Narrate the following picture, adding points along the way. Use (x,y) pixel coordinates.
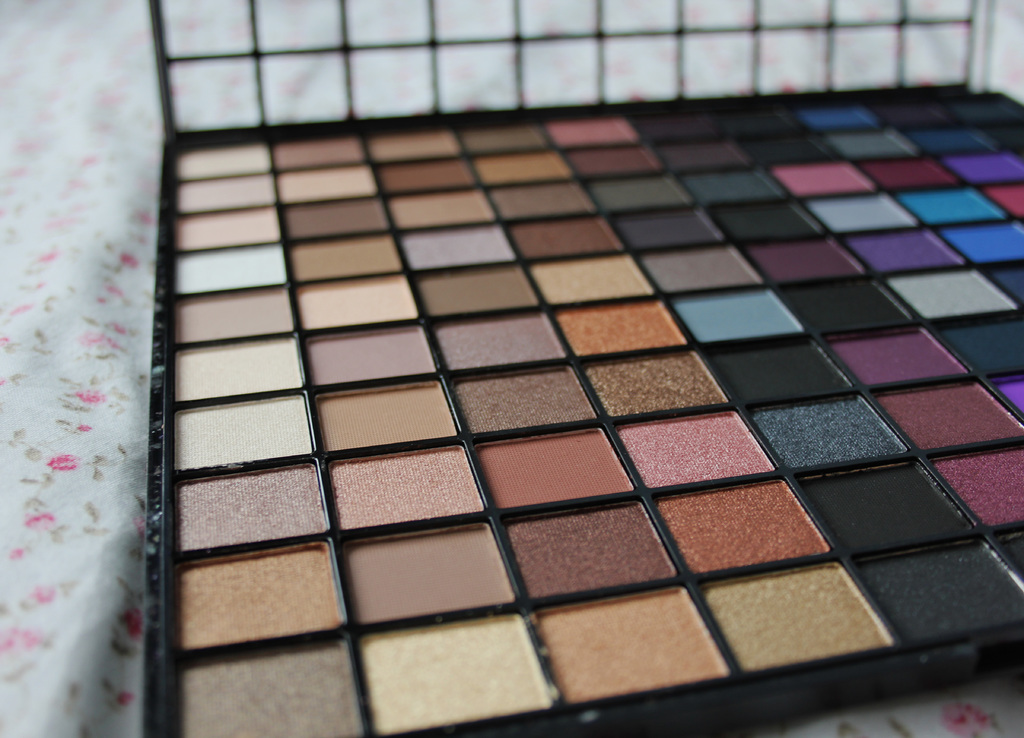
Here in this picture we can see number of cosmetic colors (324,229) present in a makeup box (340,190), present on the bed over there.
